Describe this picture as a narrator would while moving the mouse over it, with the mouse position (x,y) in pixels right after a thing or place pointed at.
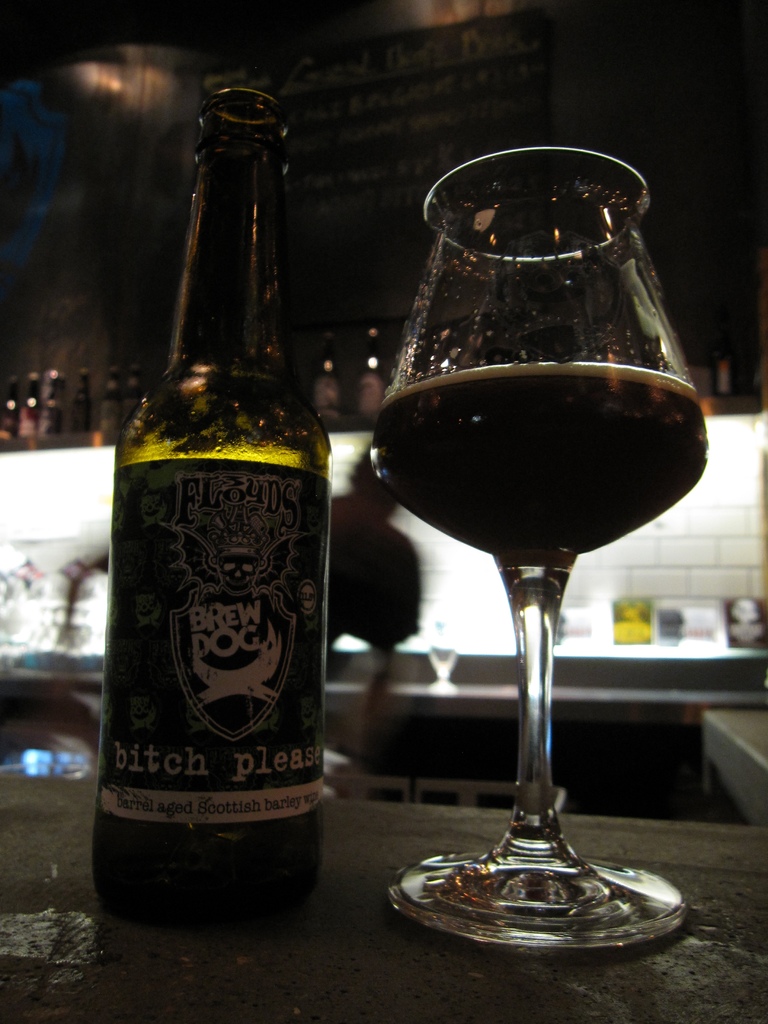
In a picture there is a table (465,829) on the table (474,826) there is a bottle (287,456) along with the glass (592,447) with the liquid (512,444) in it back of them there is a person (415,600) and many bottles (55,375) present near the person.
